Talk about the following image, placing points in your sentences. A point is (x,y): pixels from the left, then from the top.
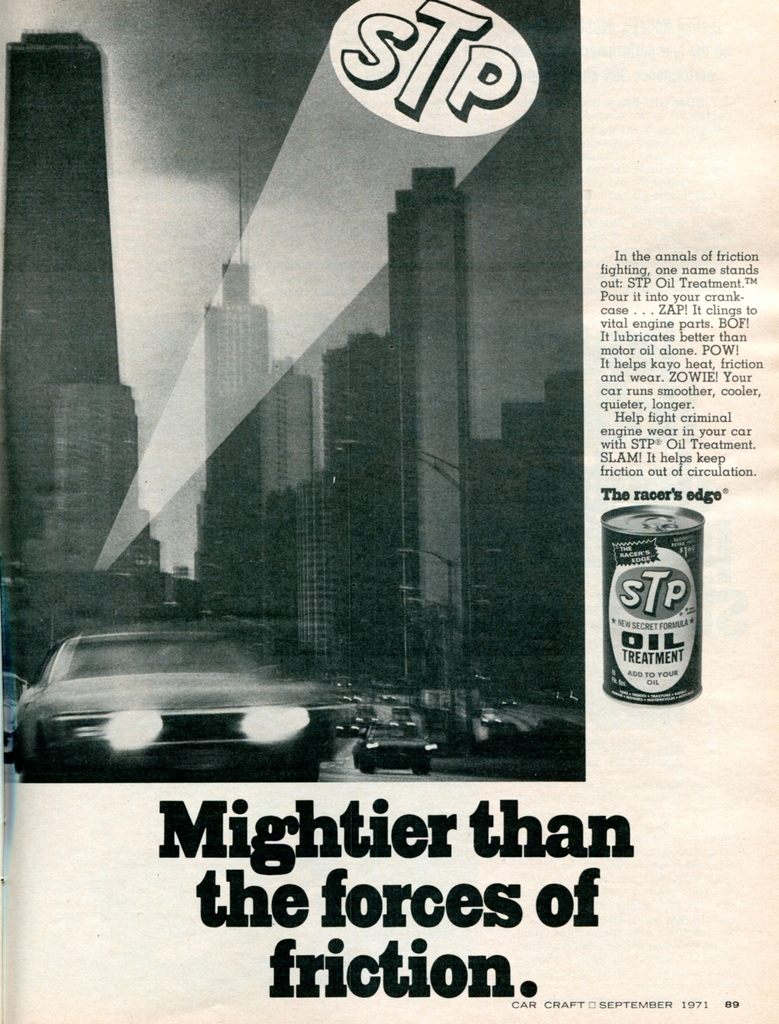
In this image we can see an image of a paper (302,246). In the image, we can see group of buildings (323,566) and vehicles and at the top (237,150) we can see the sky (178,495). On the right side of the image (625,431) we can see some text (714,313). At the bottom of the image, we have some text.
